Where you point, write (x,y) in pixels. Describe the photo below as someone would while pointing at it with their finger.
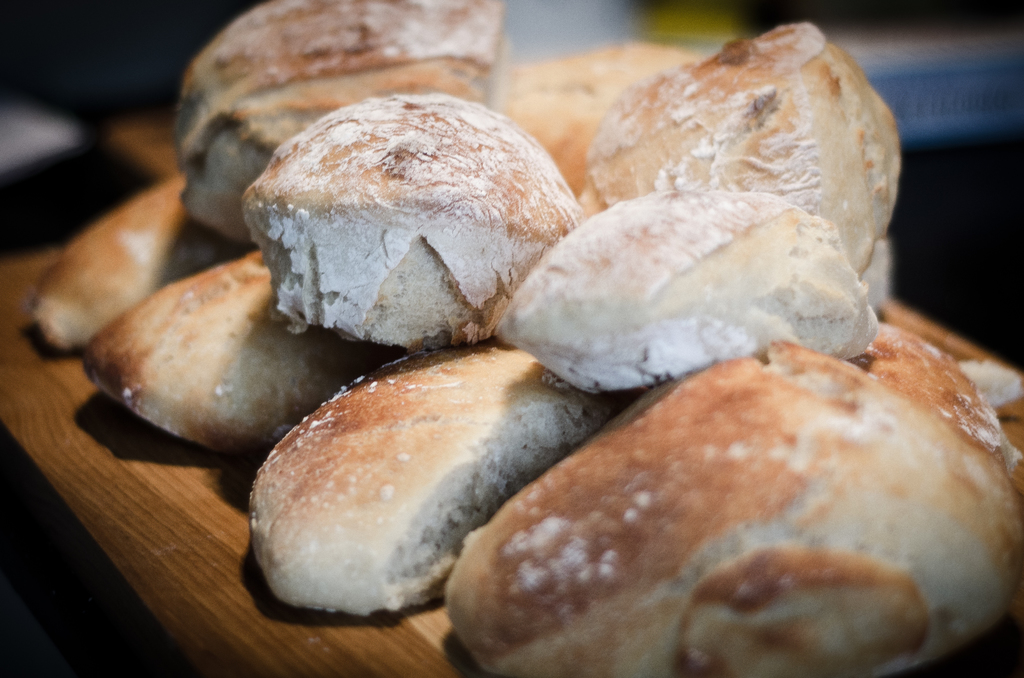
In the image there are buns (442,418) with flour (794,198) on the wooden surface (66,398).
